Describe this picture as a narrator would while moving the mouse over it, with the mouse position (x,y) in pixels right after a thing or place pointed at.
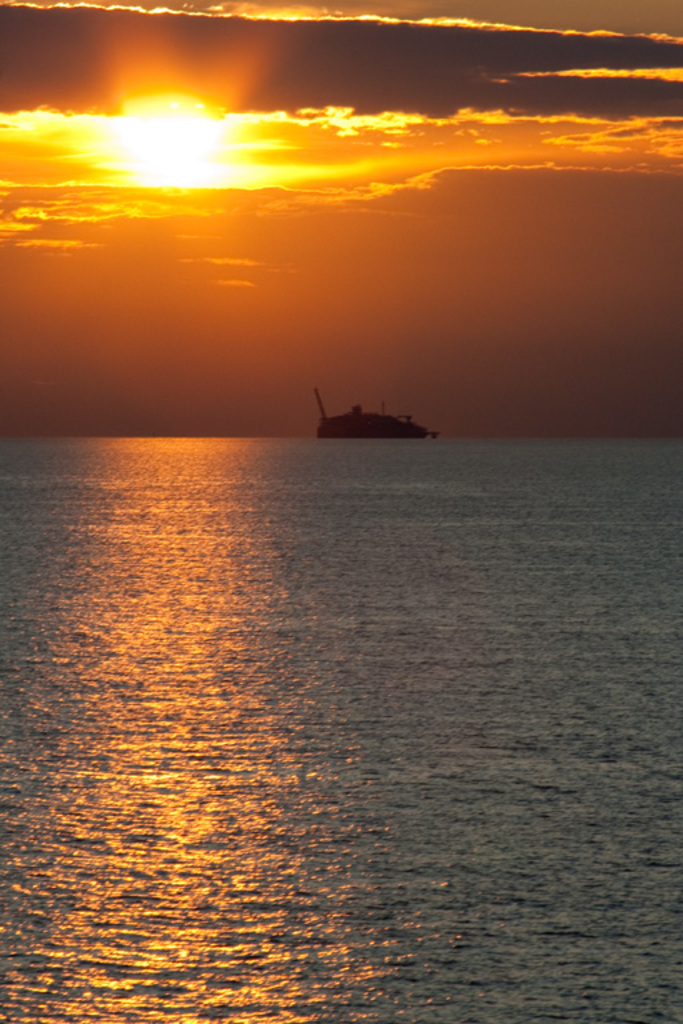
In this image I can see the water (310,710). In the background (318,308), I can see the sun (196,147) and clouds (430,181) in the sky (457,189).
